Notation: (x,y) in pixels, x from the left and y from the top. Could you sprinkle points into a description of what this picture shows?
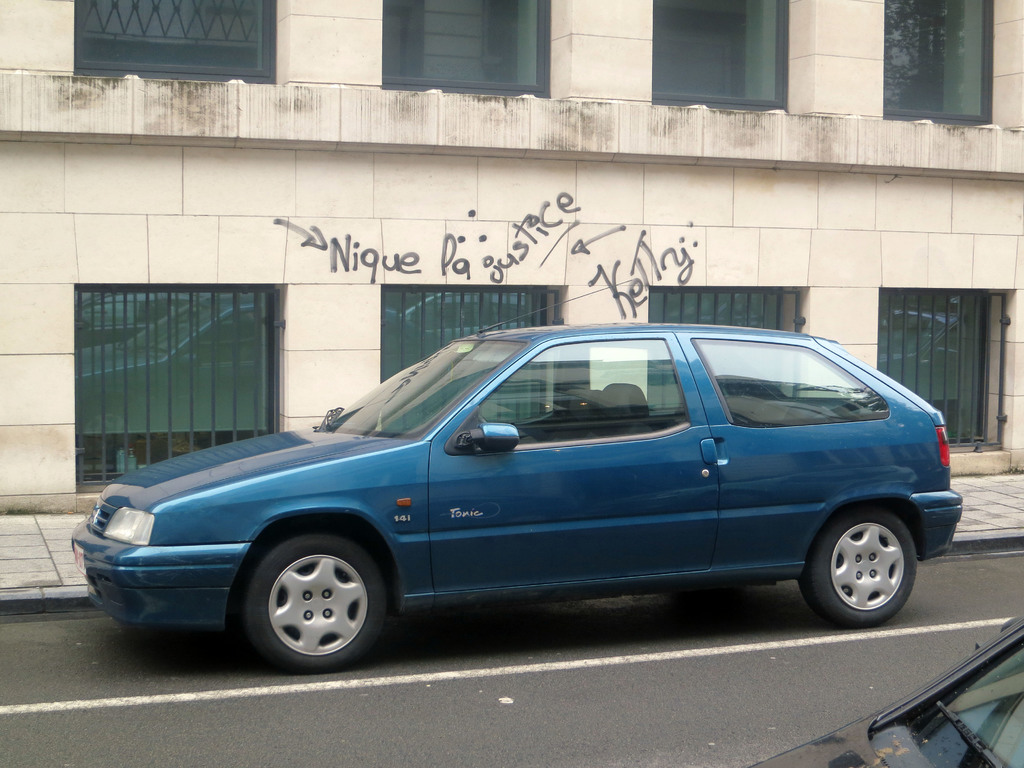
In the middle of the picture (610,370), we see a blue car (520,465) parked on the road (505,717). At the bottom (410,702), we see the road (474,667). Beside that, we see the footpath (45,528). In the background (359,202), we see a building (476,184) in white color. We see some text (341,243) written on the white wall (597,242). This building (551,208) has the glass windows (541,61). In the right bottom of the picture (925,719), we see a black car (908,701).
